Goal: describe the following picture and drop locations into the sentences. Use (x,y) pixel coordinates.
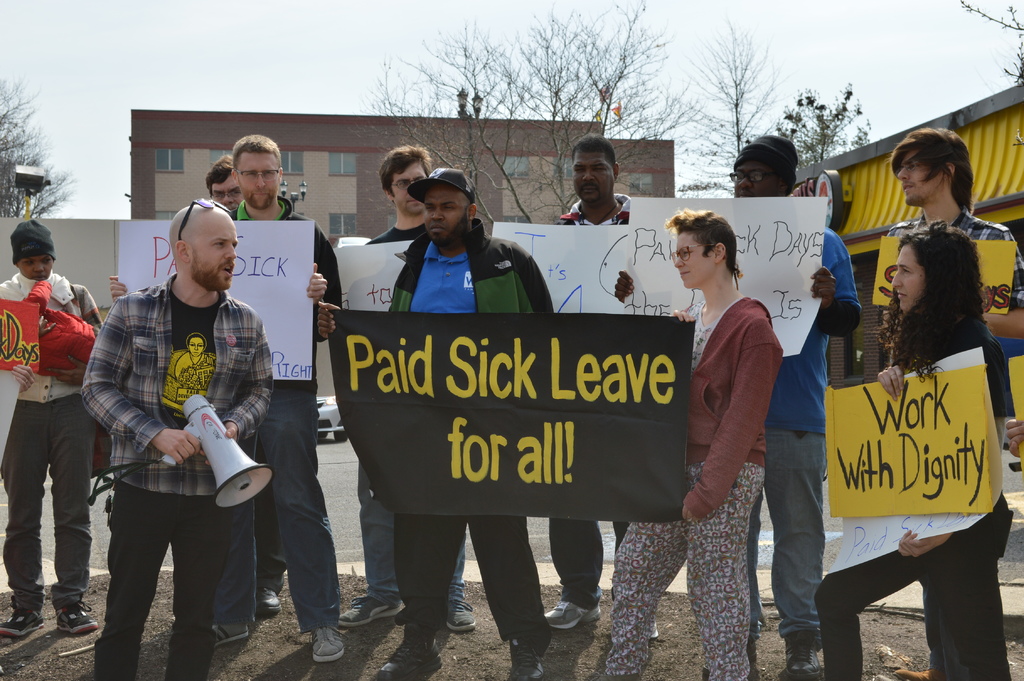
In this image I can see the group of people (695,389) are holding the boards (627,398) and one person (184,506) is holding the megaphone (221,494). In the background (372,224) I can see the trees (429,145), buildings (179,133) and the sky (311,53).
